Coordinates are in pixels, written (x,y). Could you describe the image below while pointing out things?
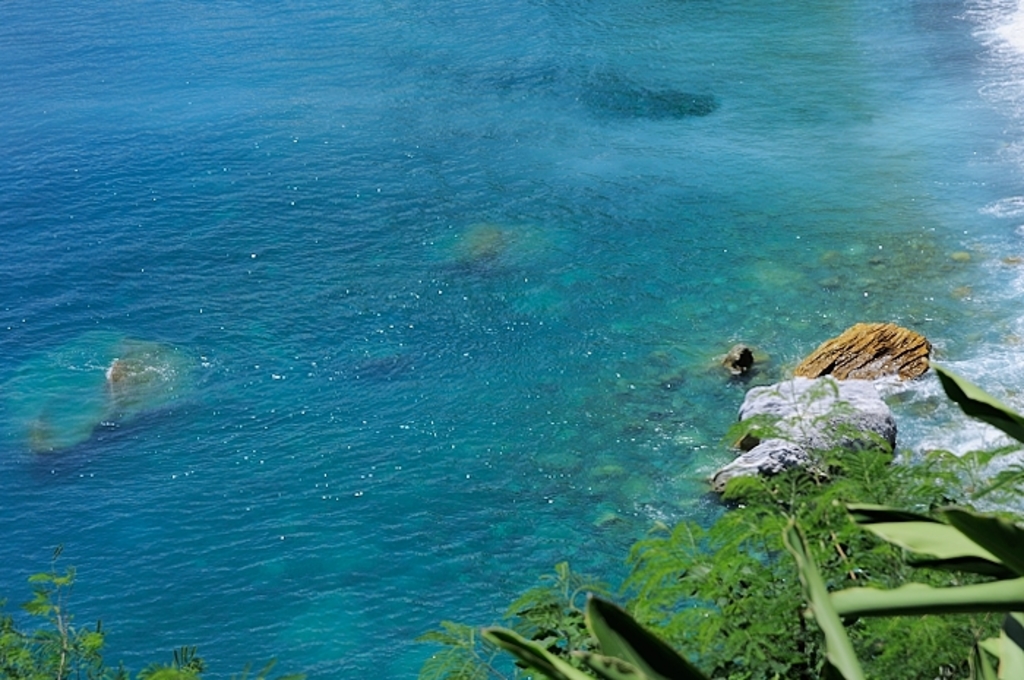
In this picture we can see few rocks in the water (515,275), at the bottom of the image (663,575) we can find leaves (839,578).
